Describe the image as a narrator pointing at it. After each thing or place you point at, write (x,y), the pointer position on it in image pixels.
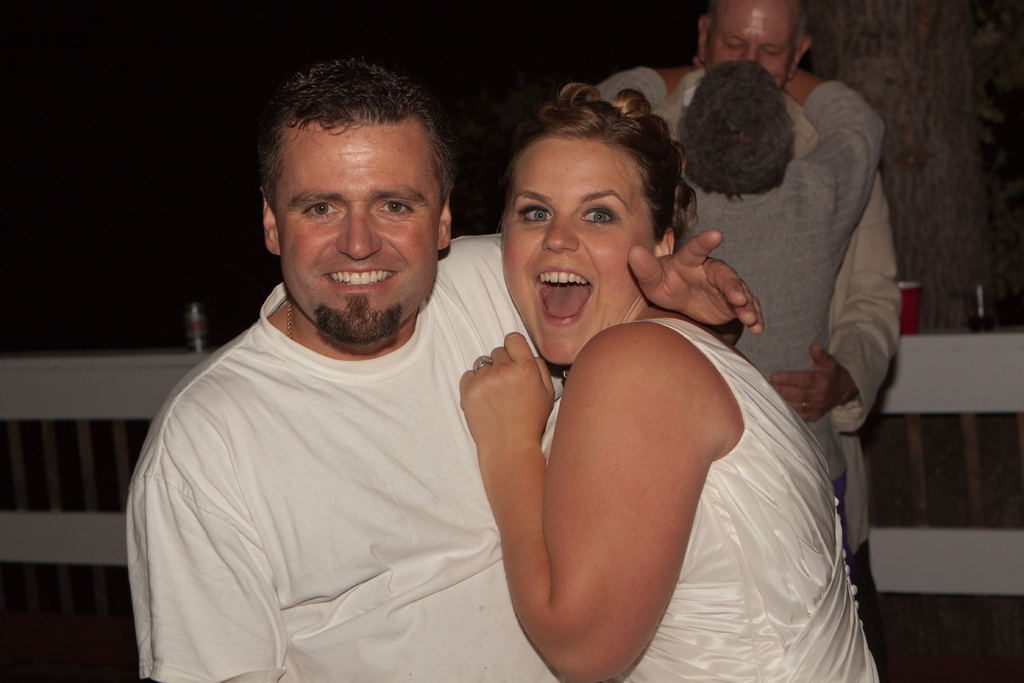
In this picture we can see a man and a woman (589,451) are smiling in the front (591,427), there are two more persons (780,248) in the middle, we can see a dark background (132,58).
